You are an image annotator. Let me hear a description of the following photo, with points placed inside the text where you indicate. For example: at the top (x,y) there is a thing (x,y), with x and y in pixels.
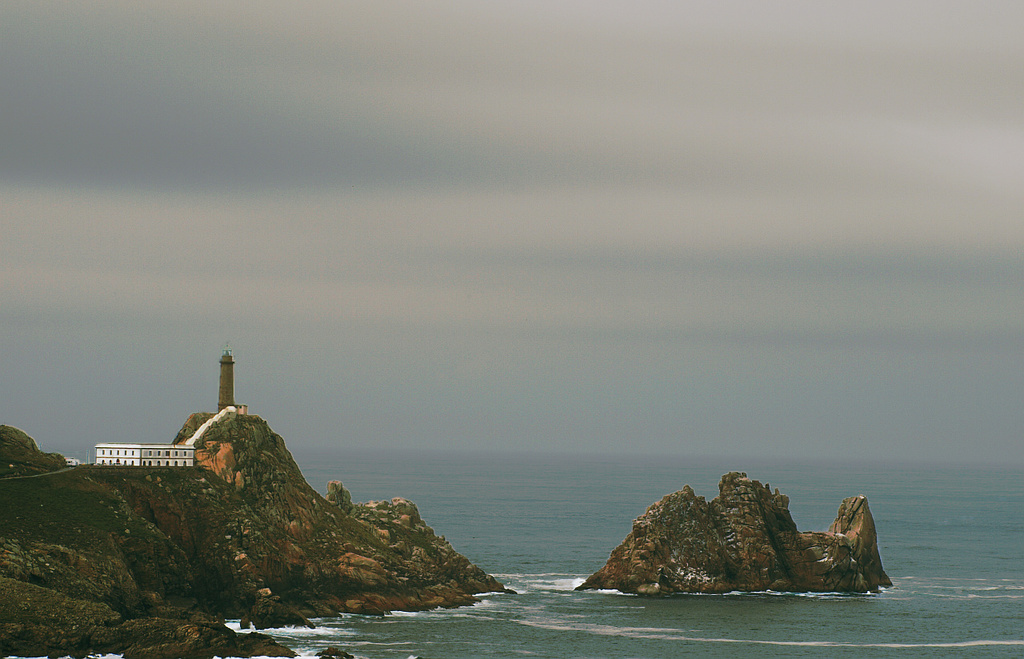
In this image I can see an ocean (720,655). On the left side (108,553) there is a rock surface (256,542). In the background (369,277) I can see clouds (621,313) in the sky (595,377).
